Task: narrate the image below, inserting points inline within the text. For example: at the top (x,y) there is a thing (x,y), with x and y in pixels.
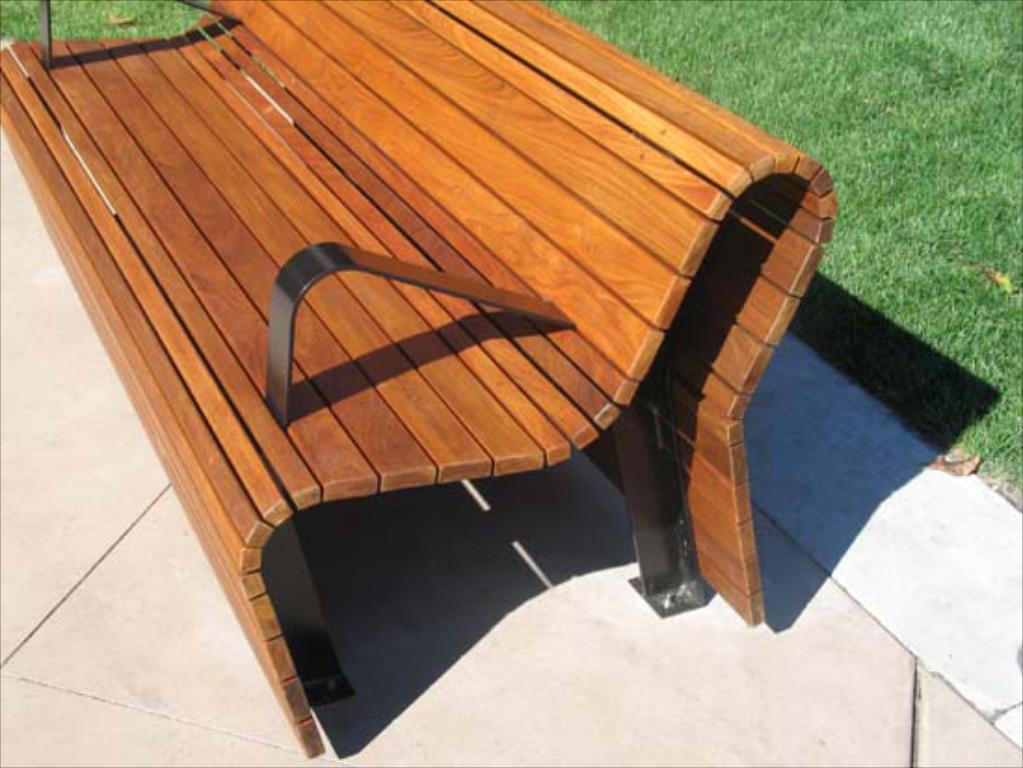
In this picture we can see a bench (143,85) on the ground (60,562) and in the background (786,102) we can see the grass (891,98).
